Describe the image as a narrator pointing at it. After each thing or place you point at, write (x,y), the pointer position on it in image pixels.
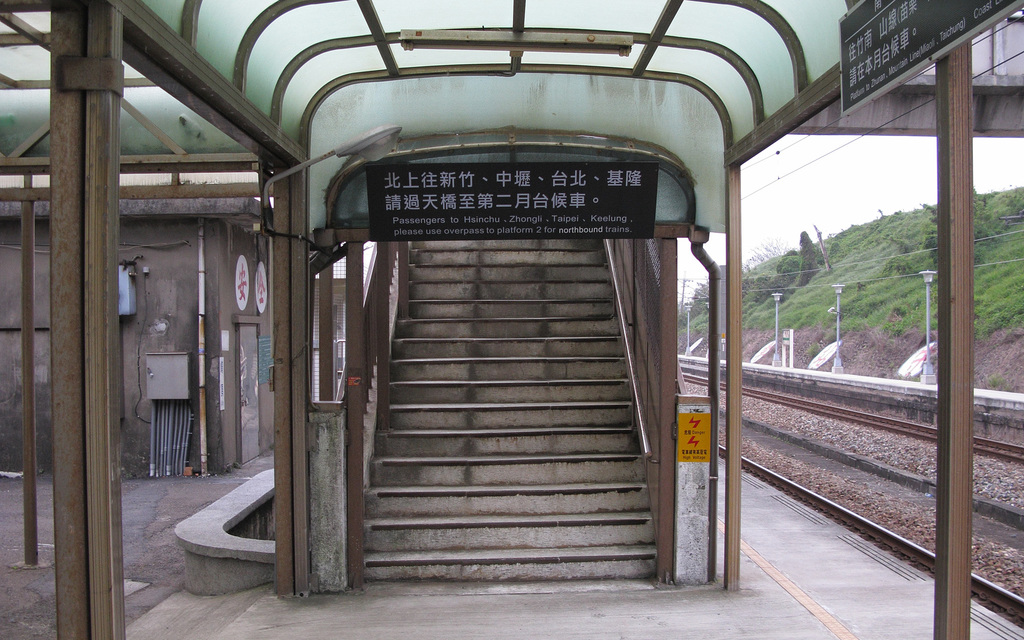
This image is taken in a railway station (701,498). There are stairs (564,454) visible. At the top (466,58) there is roof (518,81) for shelter. There is also a black color board (528,188) with white text (575,207). On the left (259,382) door (252,354), wall (226,371) and pipes (180,419) are visible. On the right (876,459) railway track (914,435) and also poles (925,271) with wires (895,255). Grass (877,244), trees (788,266) and sky (809,188) are visible in this image.
